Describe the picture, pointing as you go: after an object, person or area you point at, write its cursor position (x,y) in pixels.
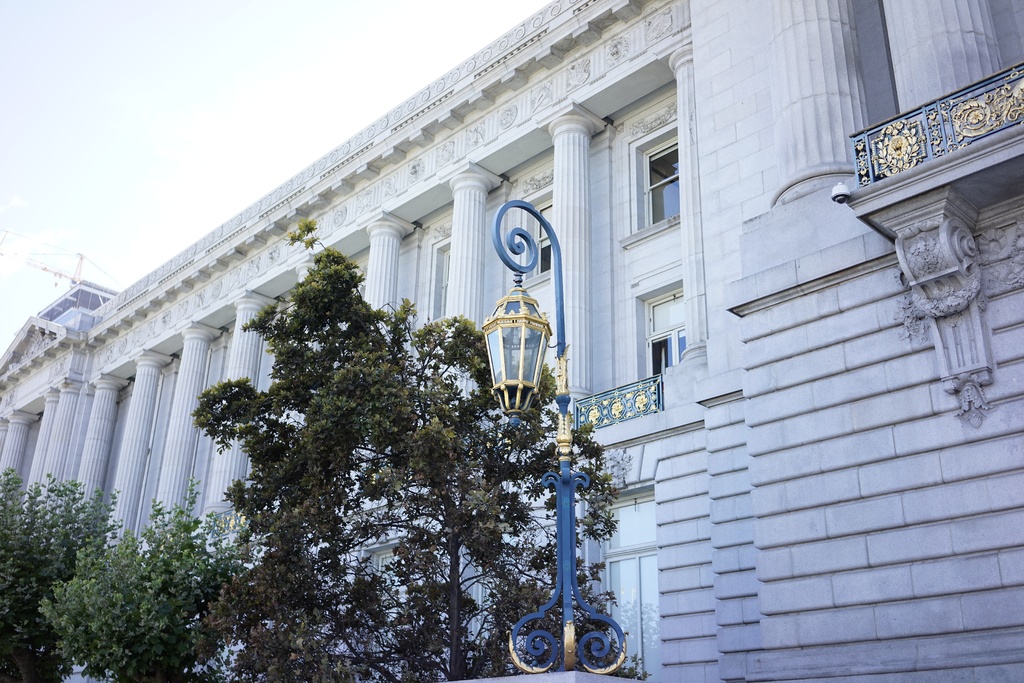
In this picture we can see a building (762,544) on the right side (747,543), at the left bottom (115,582) there are some trees (367,492), we can see a pole (562,503) and a light (526,344) in the middle (528,375), there is the sky (195,223) at the top of the picture (146,77).
